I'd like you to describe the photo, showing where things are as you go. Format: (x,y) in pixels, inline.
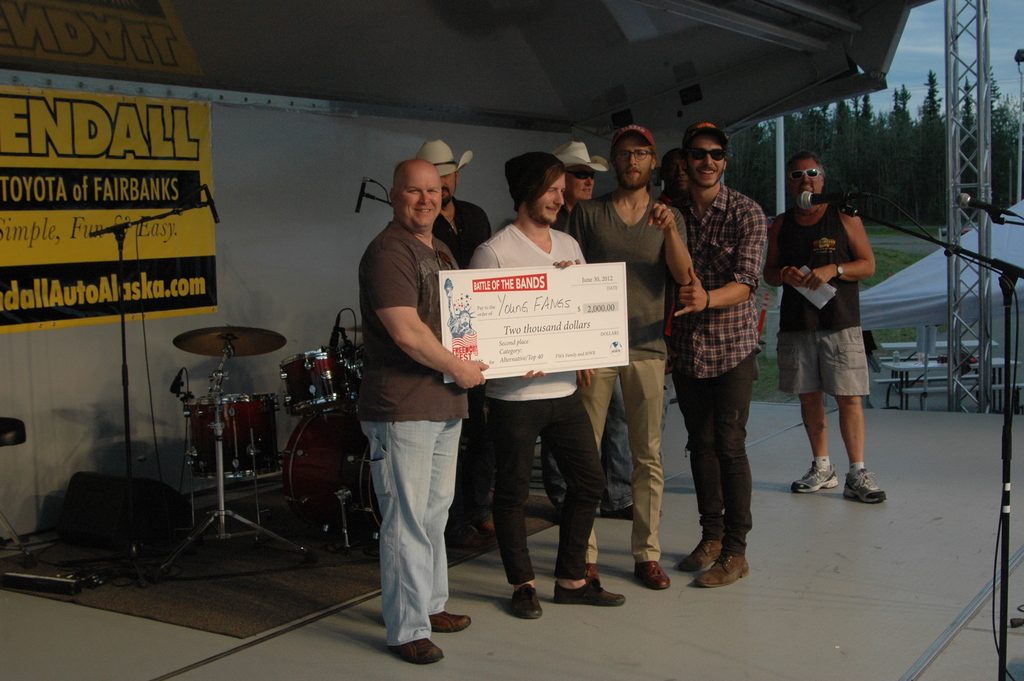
In this image we can see persons (618,510) standing on the floor (784,434) and one of them is holding a cheque (508,326) in the hands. In the background (214,333) we can see musical instruments (252,394), advertisement (161,246) pasted on the wall (260,180), mics (971,197), mic stands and carpet (264,568).
